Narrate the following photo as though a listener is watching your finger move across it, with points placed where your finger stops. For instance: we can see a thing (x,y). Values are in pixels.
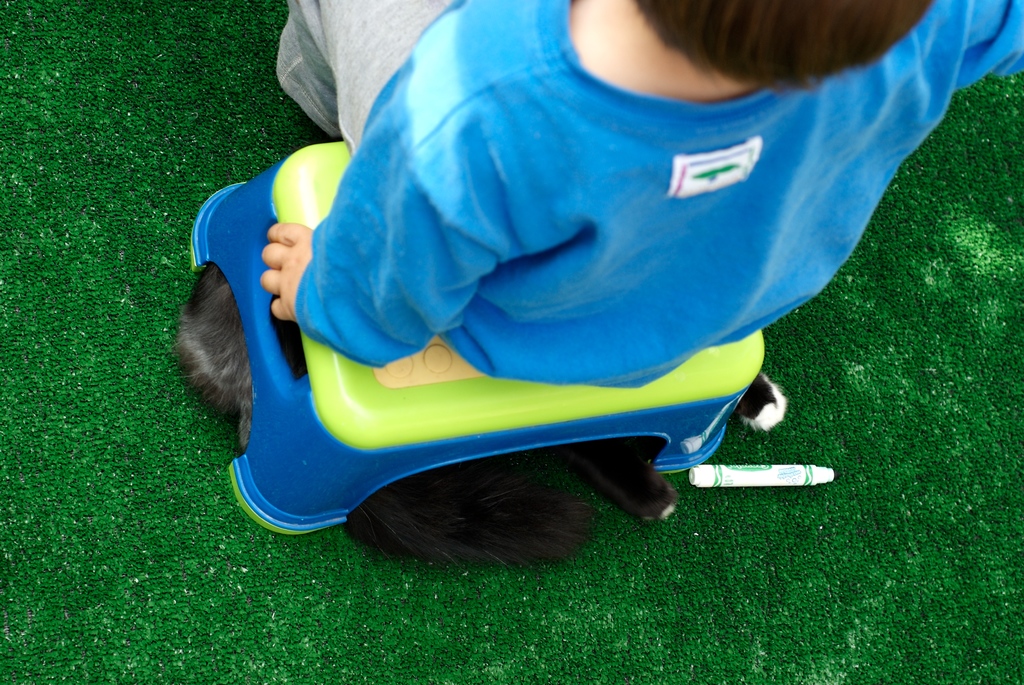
In this image a kid (636,334) is sitting on a stool (666,411). A animal (494,527) is lying under the stool (568,423). There is a marker (760,477) on the carpet (913,428). Kid (647,206) is wearing blue T-shirt (549,229).
